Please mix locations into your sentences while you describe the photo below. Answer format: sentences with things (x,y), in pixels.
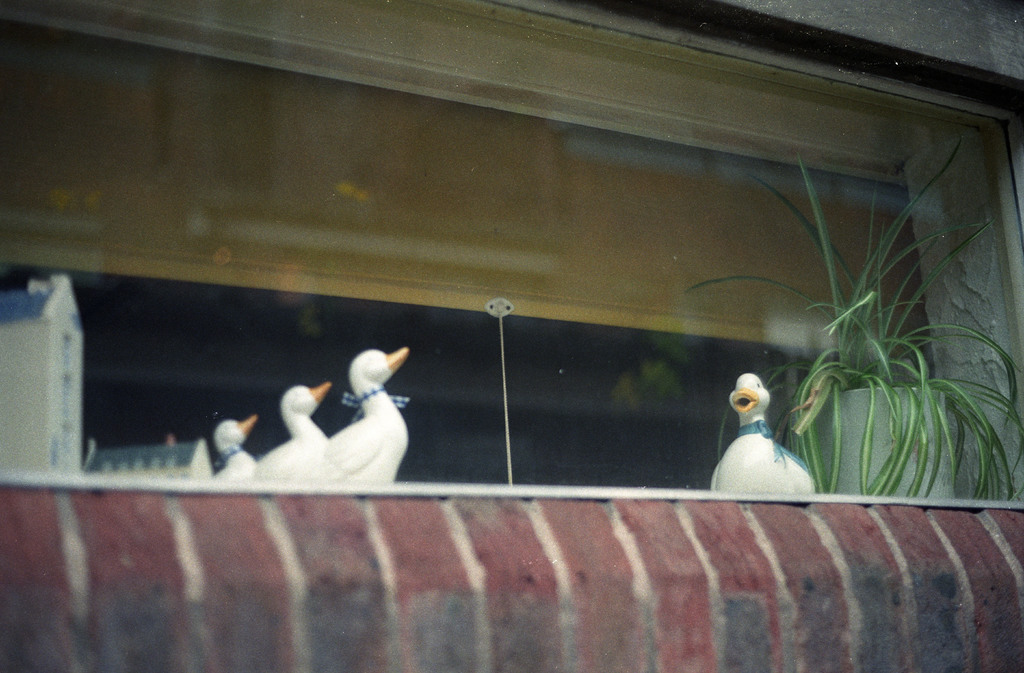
In this picture there are artificial birds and there is a artificial house (7,410) and there is a plant (921,398) behind the mirror (975,300) and there is a window blind (538,244) behind the mirror (754,283). In the foreground (395,578) there is a wall (419,617).
